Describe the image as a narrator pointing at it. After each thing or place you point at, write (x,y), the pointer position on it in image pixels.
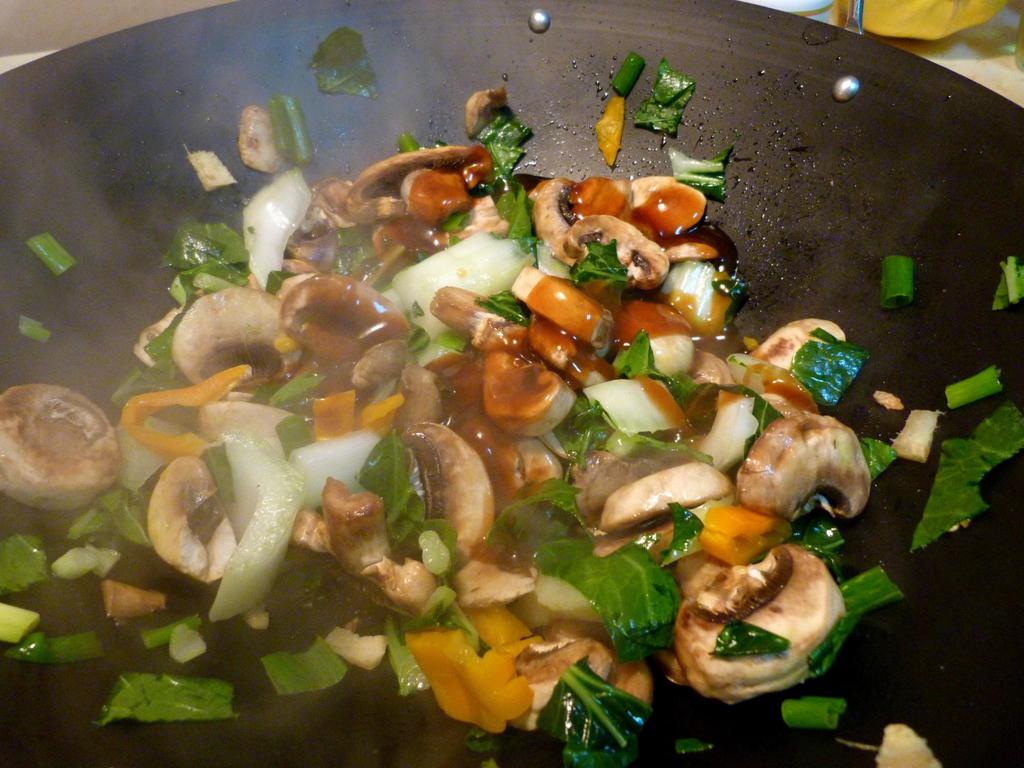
In this picture, it seems to be a wok (524,178) in the center of the image (535,333), in which there are vegetables (451,497).
